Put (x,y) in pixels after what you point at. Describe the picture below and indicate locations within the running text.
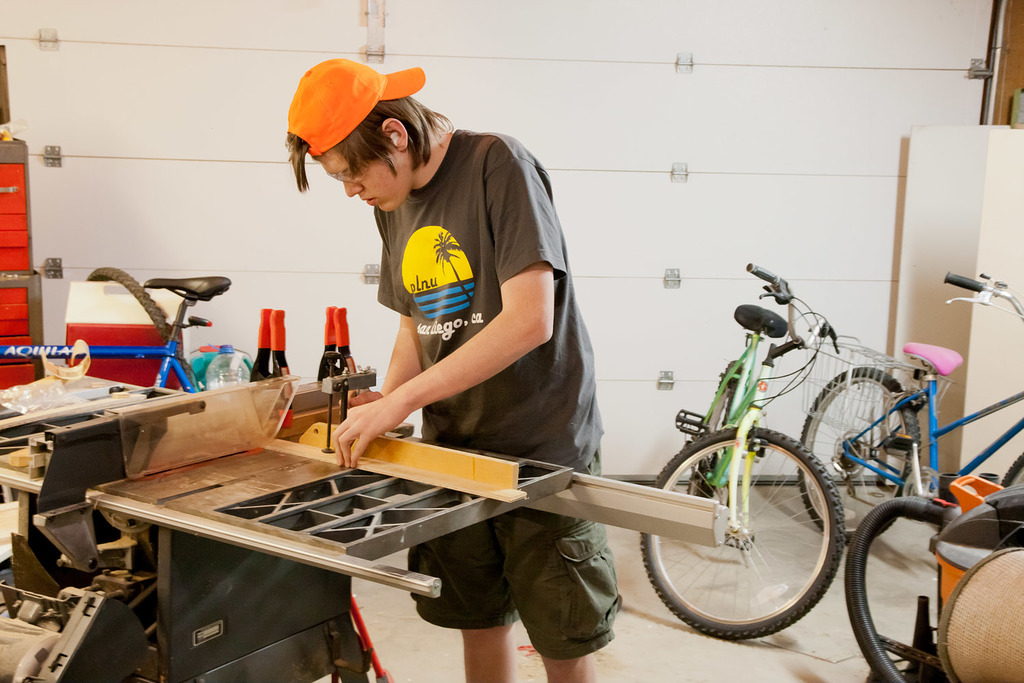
In the picture I can see a person (570,399) wearing grey color T-shirt (412,318) and Orange color cap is standing near the object (257,613) or machine (232,604). In the background (755,563), we can see the cycles (739,470) are parked on the right side of the image (836,513), I can see some objects (40,381), tires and the wall (240,326) in the background (646,244).
